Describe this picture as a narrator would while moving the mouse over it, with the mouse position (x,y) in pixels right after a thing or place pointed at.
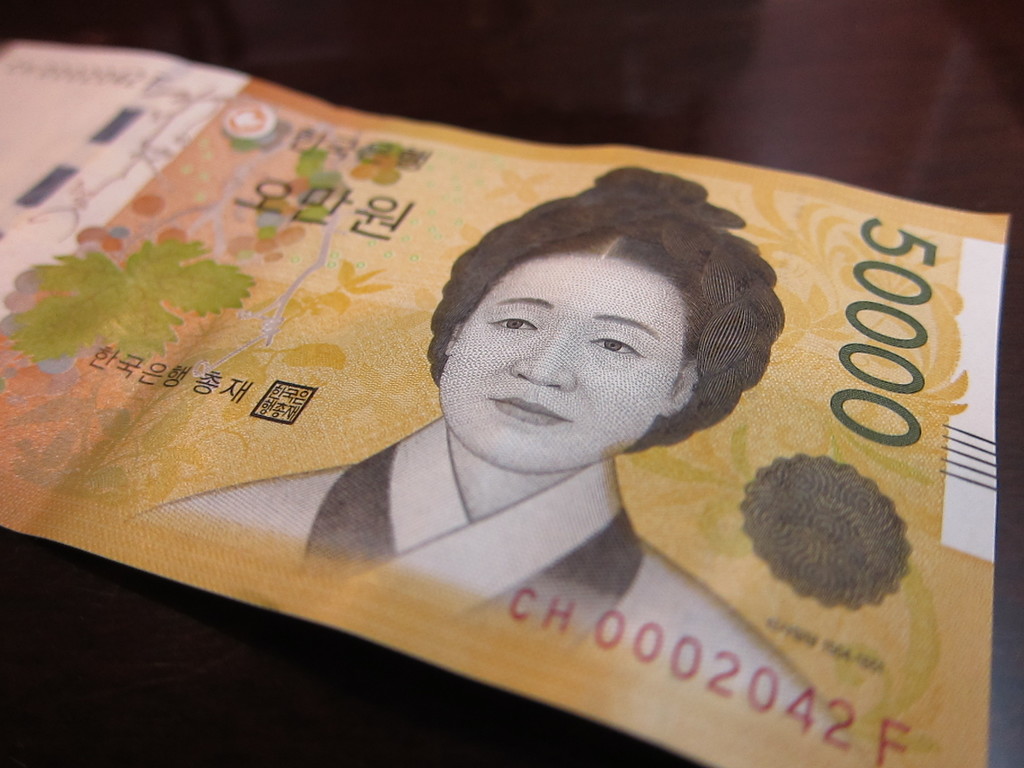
In the picture there is a currency note (567,366), on the currency note (603,327) there is some text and there is a picture (372,542) of a person (704,341) present.
